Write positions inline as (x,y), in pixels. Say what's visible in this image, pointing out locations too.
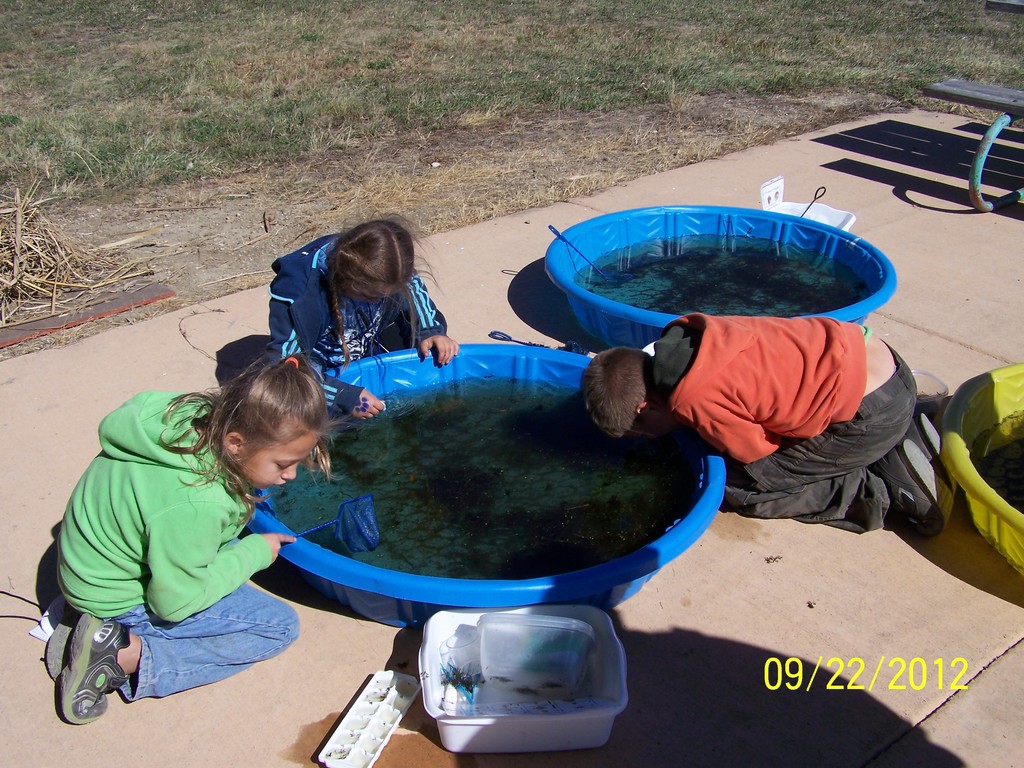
In this picture we can see three children (371,343), tray (347,728), boxes (620,707), nets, tubs (1013,539), and water (489,417). There is a bench (974,182) and we can see shadow (912,131) of a bench (972,168). At the top (497,30) we can see grass (508,78).
